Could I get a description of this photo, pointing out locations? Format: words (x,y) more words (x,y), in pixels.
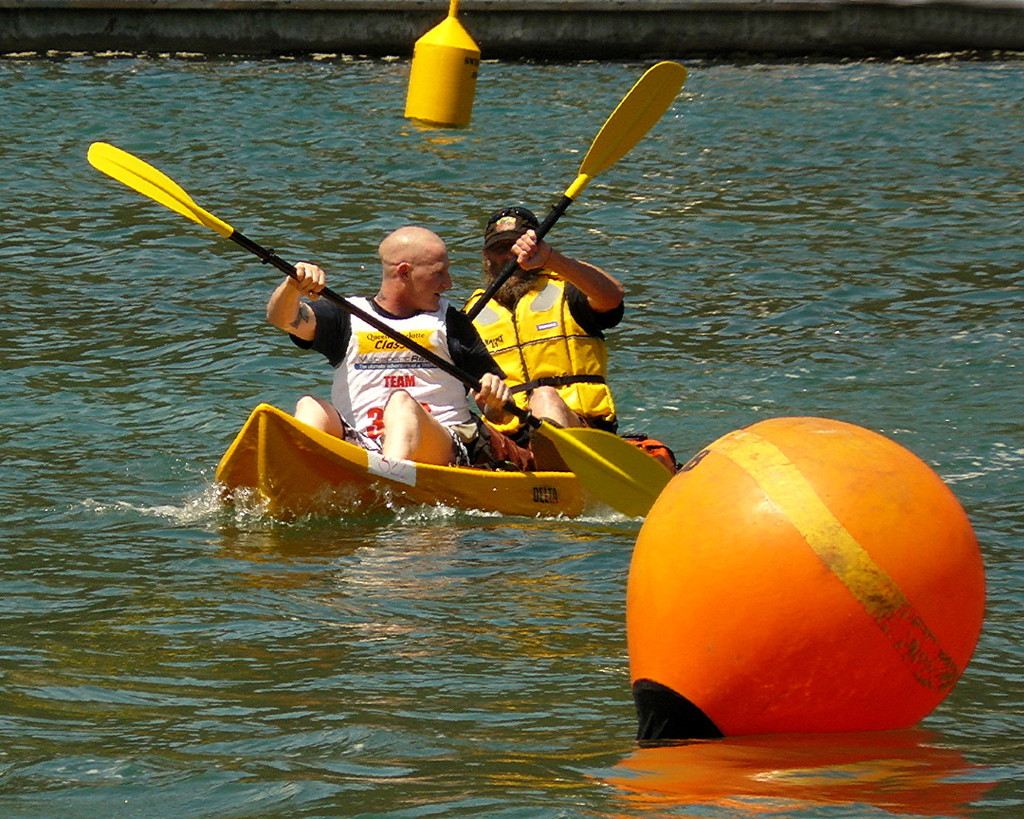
In this image we can see a lake (926,233). There are two persons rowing a boat (471,491). There are few floating objects (897,569) on the water (680,438).
